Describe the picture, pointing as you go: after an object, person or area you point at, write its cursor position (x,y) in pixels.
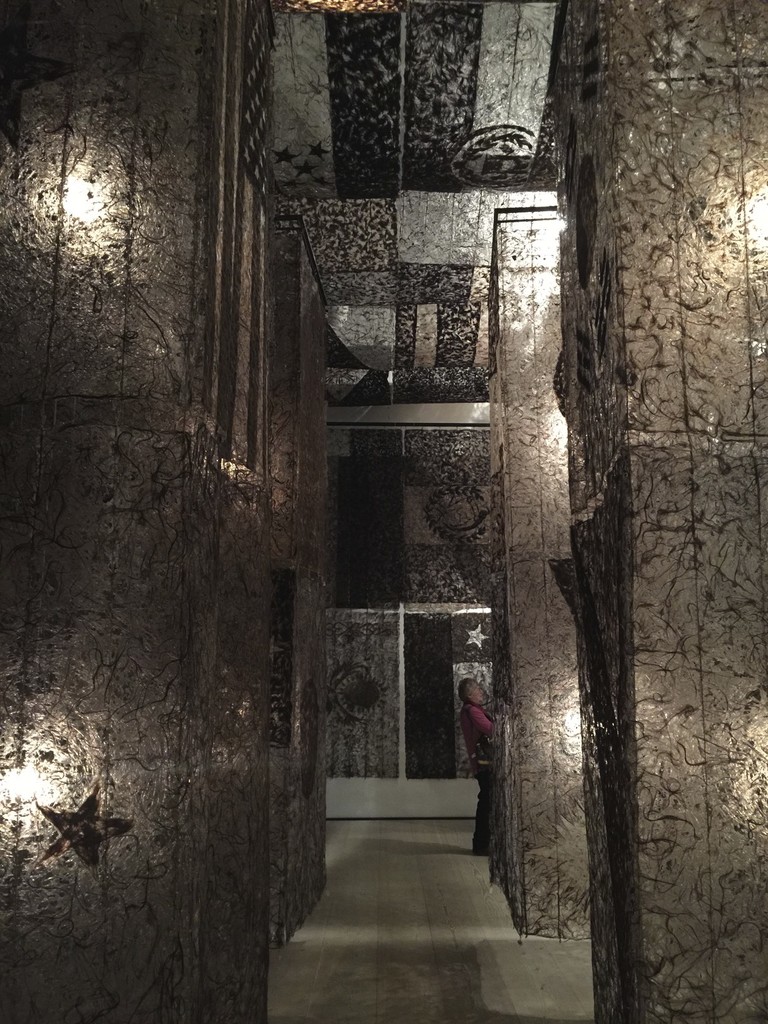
The picture consists of a corridor (371,339), on the walls (694,978) we can see design (332,144) and reflection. On the left (83,716) it is light (27,817). On the right (730,251) it is light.
